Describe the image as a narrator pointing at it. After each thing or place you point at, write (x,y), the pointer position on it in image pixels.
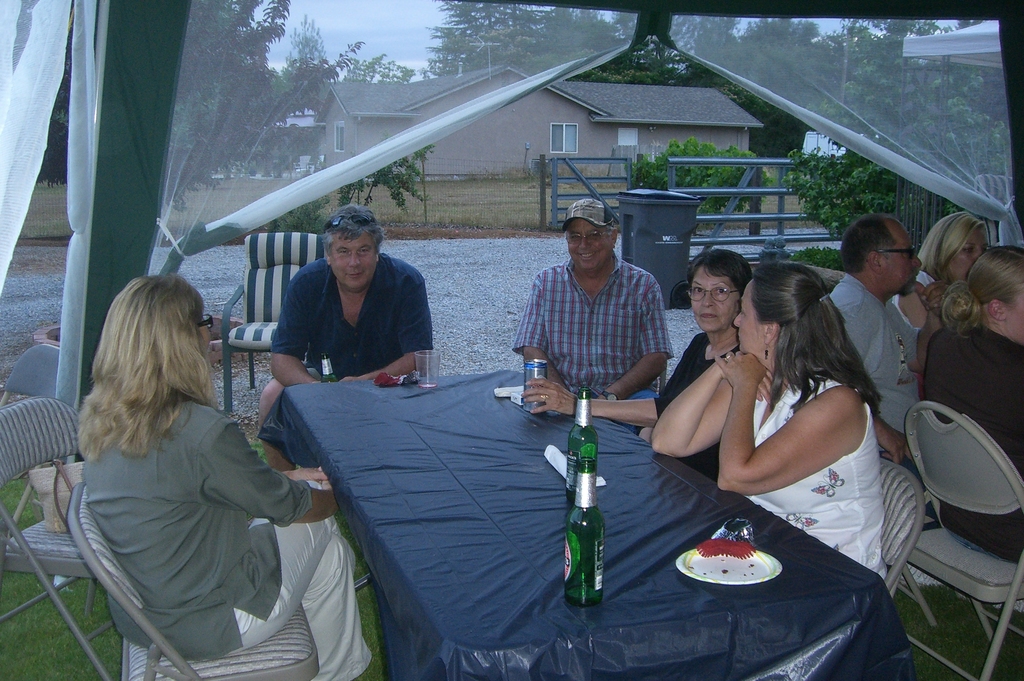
In the picture there are many people (604,333) sitting in the chair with table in front of them on the table (492,458) there is a cover (562,533) bottles (591,553) plate (721,568) and coke tins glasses (434,357) near to the table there are many chairs (271,242) there is a curtain (698,48) near to them there is a road (530,256) with stones (563,247) there are some trees (621,65) there are some building (425,86) there is cloudy sky (385,37).
